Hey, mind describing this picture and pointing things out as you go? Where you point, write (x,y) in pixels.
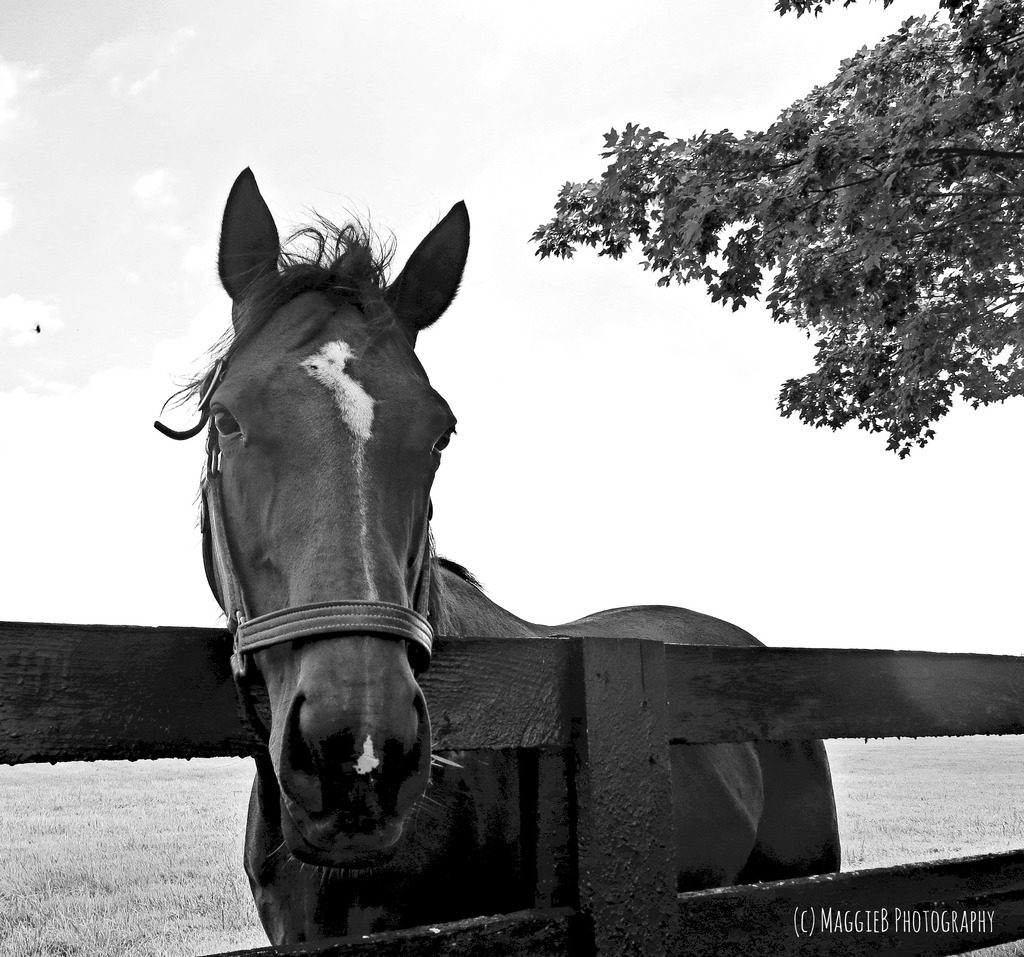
In this image I can see the black and white picture. I can see the horse (385,554) standing on the ground (948,809) on the other side of the wooden fencing (603,753). In the background (910,764) I can see some grass (125,803), the sky (140,337) and a tree (776,157).
